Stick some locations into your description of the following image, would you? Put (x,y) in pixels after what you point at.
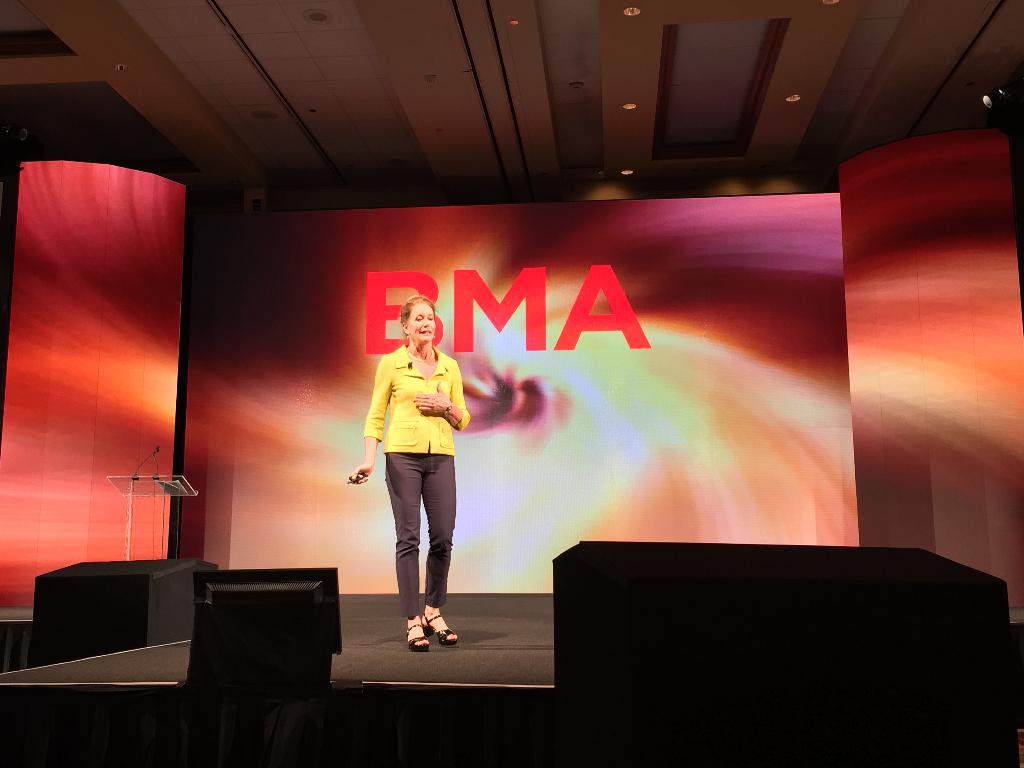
In the center of the image (415,404) there is a lady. At the bottom of the image (369,659) there is a stage (349,679). In the background of the image (256,279) there is a screen (312,212). At the top of the image (622,155) there is a ceiling (507,122) with lights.
